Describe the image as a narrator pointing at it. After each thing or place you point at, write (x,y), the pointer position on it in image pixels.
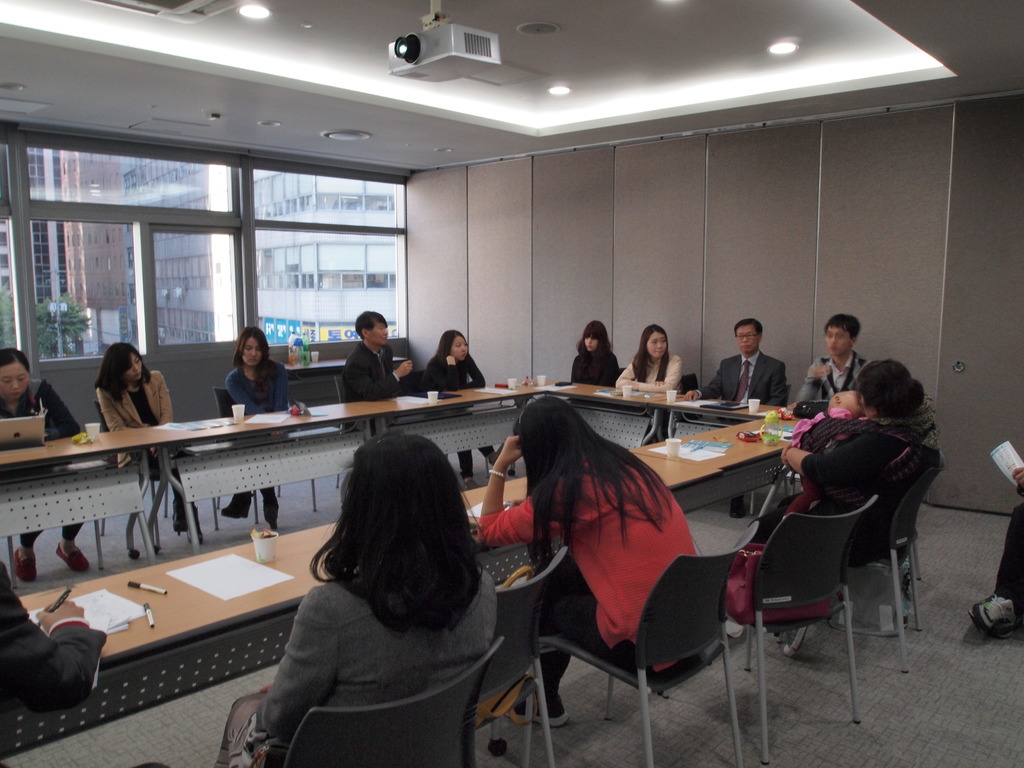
In the middle of the image (672,483) there is a table (146,633) on the table (14,481) there are some papers (717,452), cups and mobile phones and some electronic devices (19,441) and laptops (32,441). Surrounding the tables (4,454) few people (770,360) are sitting on chairs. Top right side of the image (933,138) there is a wall (671,148). Top left side of the image (289,177) there is a glass window (381,233). Through the glass window (235,166) we can see some trees (76,304) and buildings (324,236). Top of the image (344,124) there is a roof (578,66) and lights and there is a projector (448,49).
